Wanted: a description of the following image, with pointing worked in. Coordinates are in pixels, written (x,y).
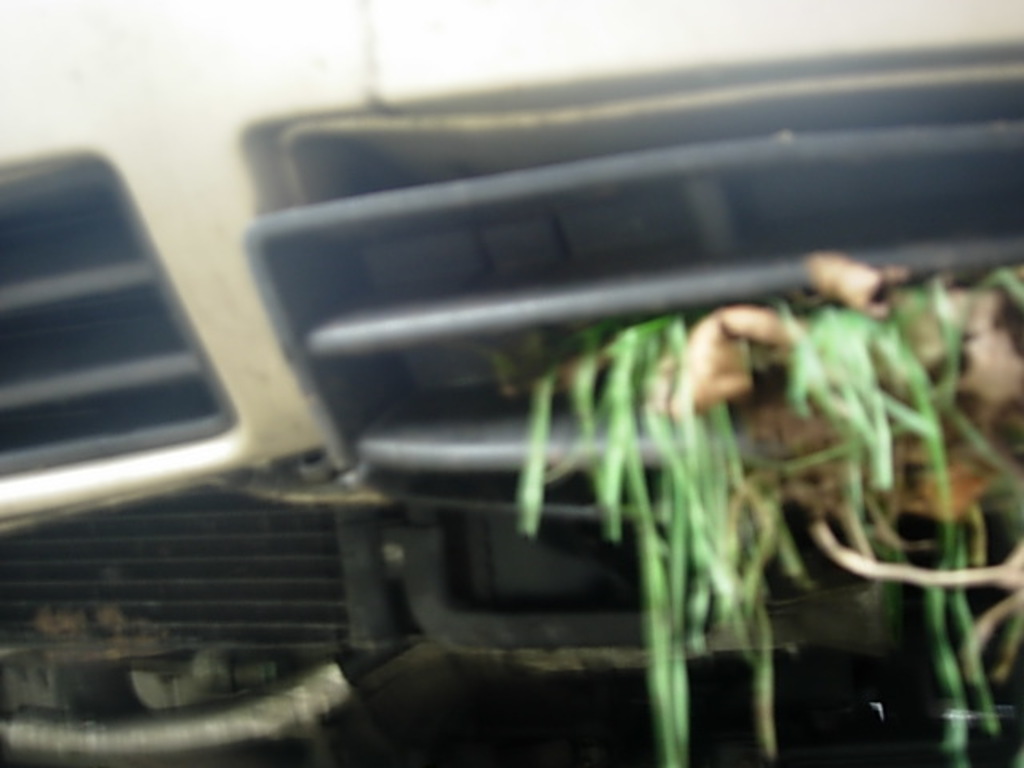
In this picture we can see a vehicle parts (295,522) and grass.
